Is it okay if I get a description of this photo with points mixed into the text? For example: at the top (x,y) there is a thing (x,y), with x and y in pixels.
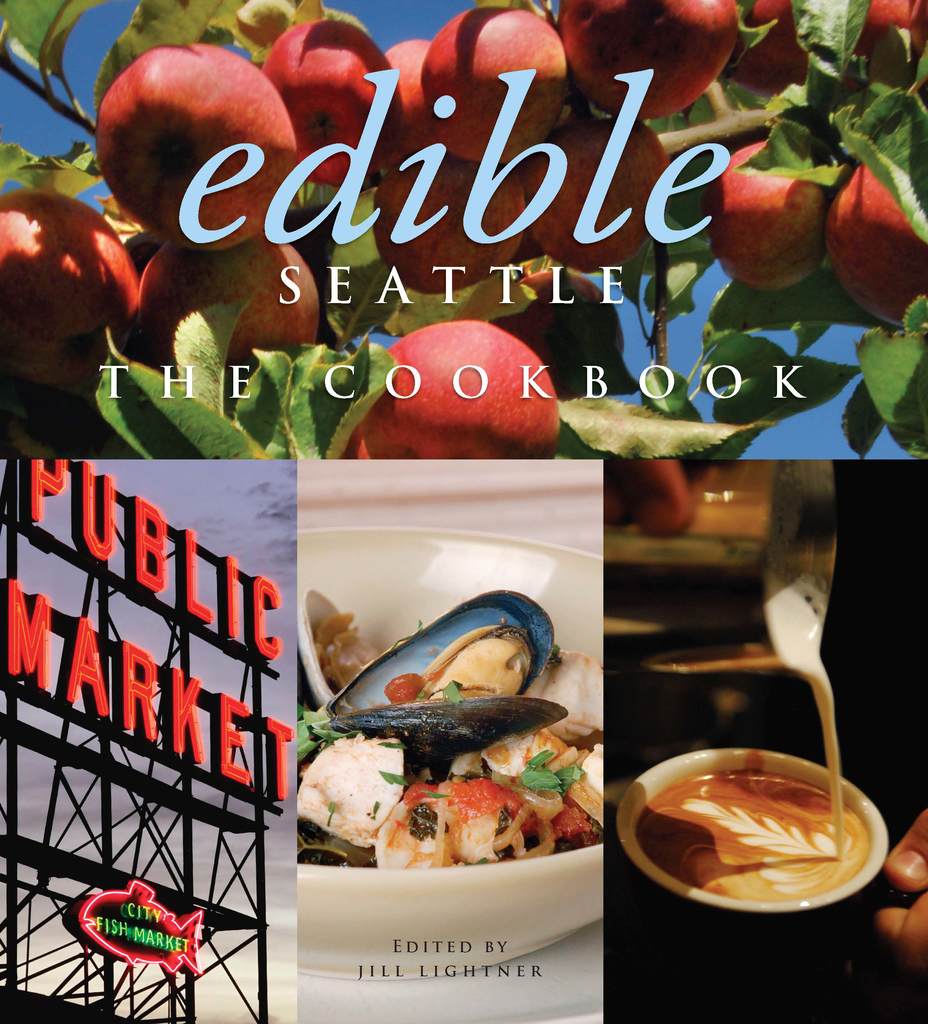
In this image we can see a poster (478,410). On this poster (595,427) we can see pictures (405,327) of apples (454,360), leaves (890,164), stems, boards (141,523), rods (188,863), poles (10,525), glass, cup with liquid (741,826), and food (363,804) in a bowl (361,575). There is text (409,375) written on it.
